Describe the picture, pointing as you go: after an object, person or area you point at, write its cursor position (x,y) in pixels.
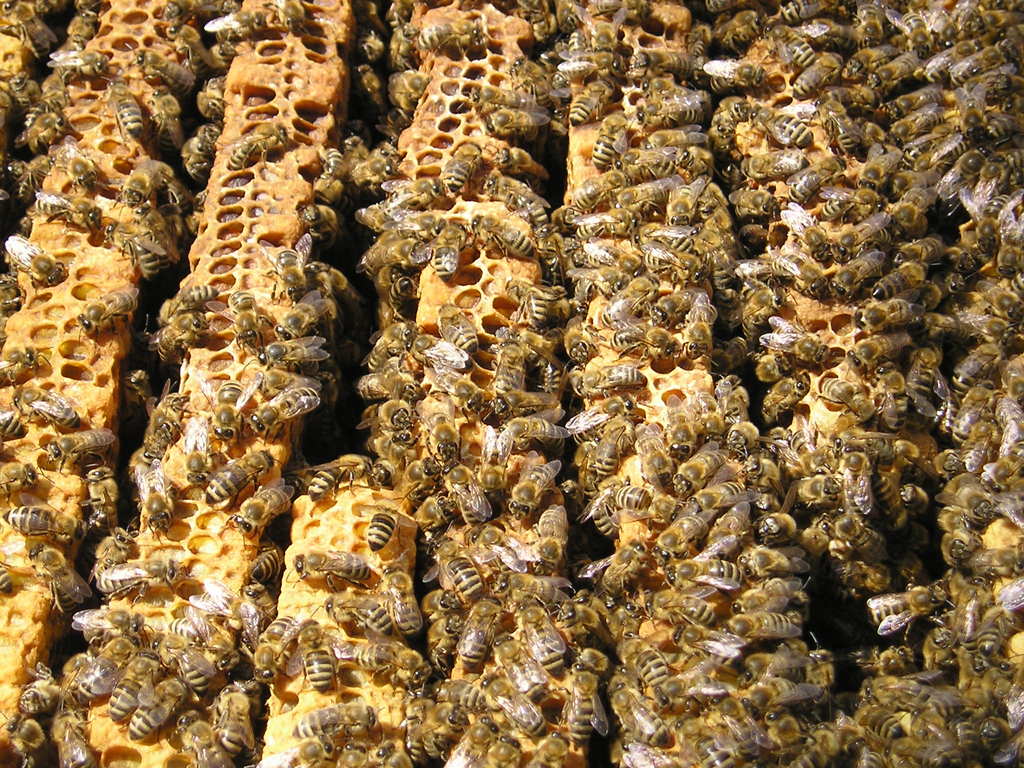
These are the honey bees (129,698), which are on the honeycombs (253,203).
